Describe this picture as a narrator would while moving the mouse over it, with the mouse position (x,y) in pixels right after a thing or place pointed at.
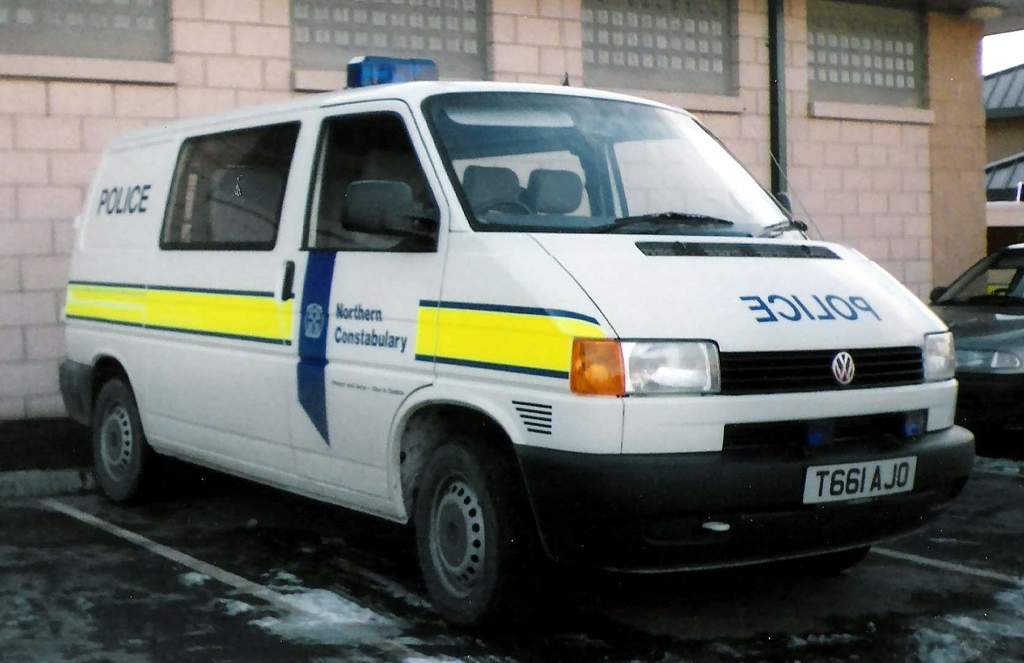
In the center of the image (494,398), we can see a van (420,388) and in the background (668,64), there is a building (931,156). On the right (971,294), we can see some other vehicle (983,328).
